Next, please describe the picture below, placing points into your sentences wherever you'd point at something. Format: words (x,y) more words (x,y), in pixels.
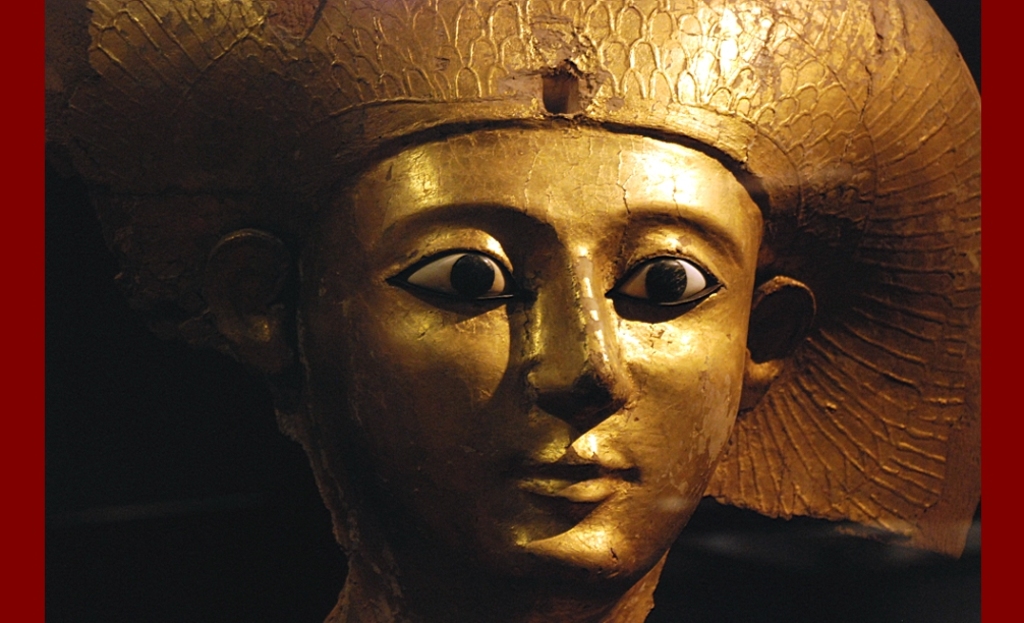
In this picture we can see a statue (532,281) in the front (475,274), there is a red color background (28,141).
